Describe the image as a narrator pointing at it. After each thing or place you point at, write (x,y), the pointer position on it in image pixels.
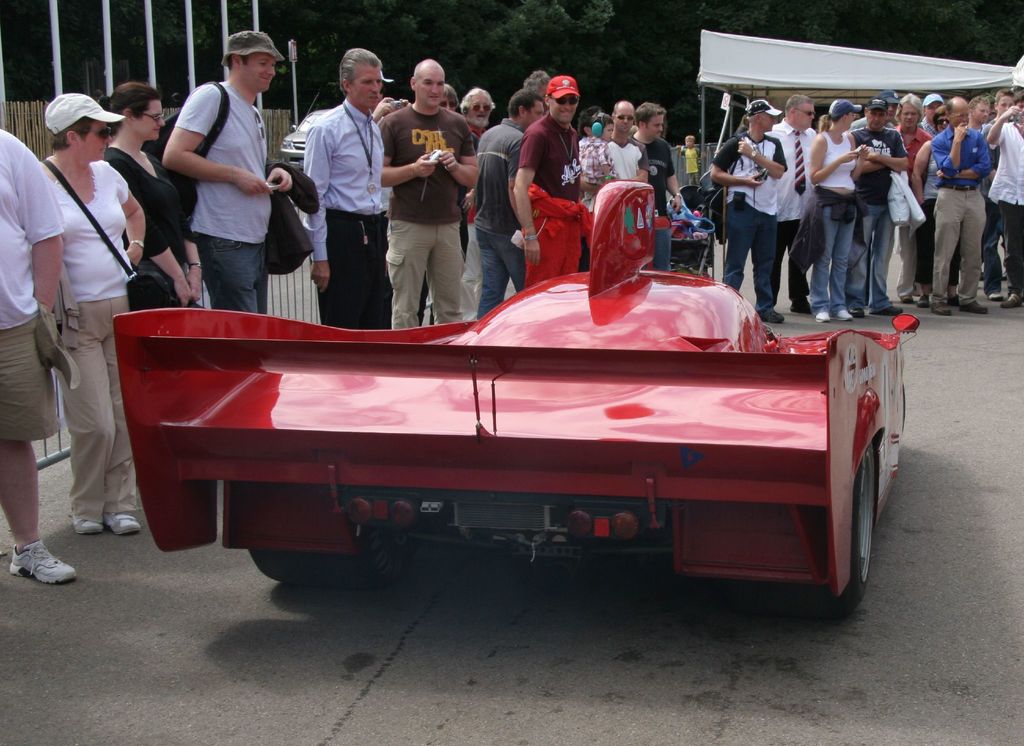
In this image we can see a vehicle (571,413) on the road (760,708). We can also see the people (956,99) standing. In the background (301,133) we can see a car (288,133), white color rods (55,28), barrier (281,275), fence (30,111) and also the roof (795,85) for shelter (876,74). We can also see the trees (473,23).
